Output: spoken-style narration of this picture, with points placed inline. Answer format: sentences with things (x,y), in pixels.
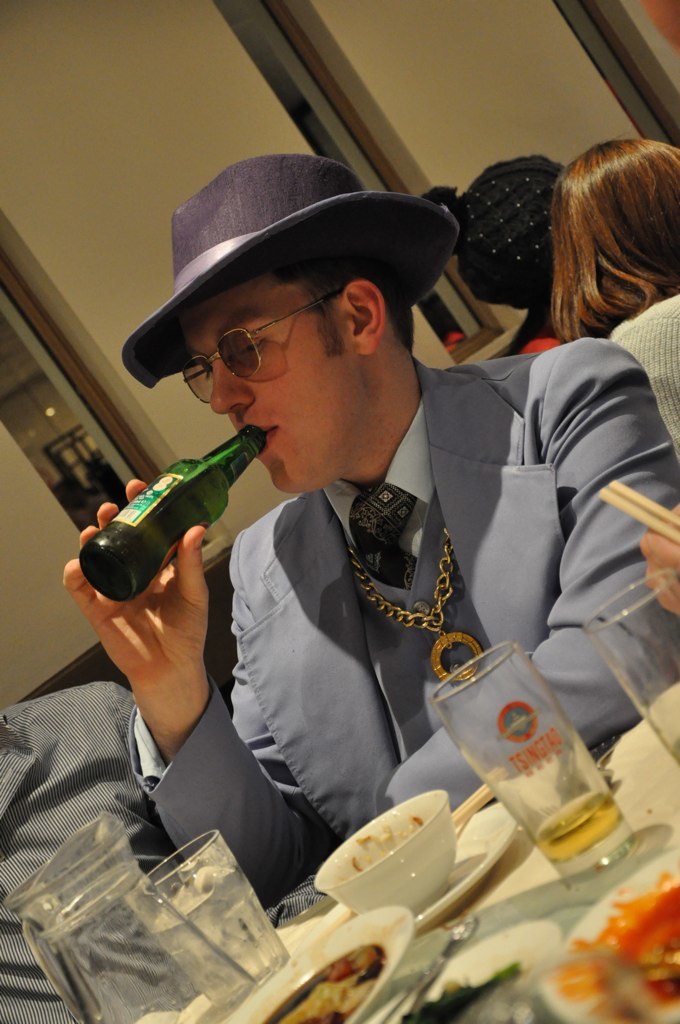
In the image we can see there is a man (392,544) who is sitting and he is holding a beer bottle (156,508).
